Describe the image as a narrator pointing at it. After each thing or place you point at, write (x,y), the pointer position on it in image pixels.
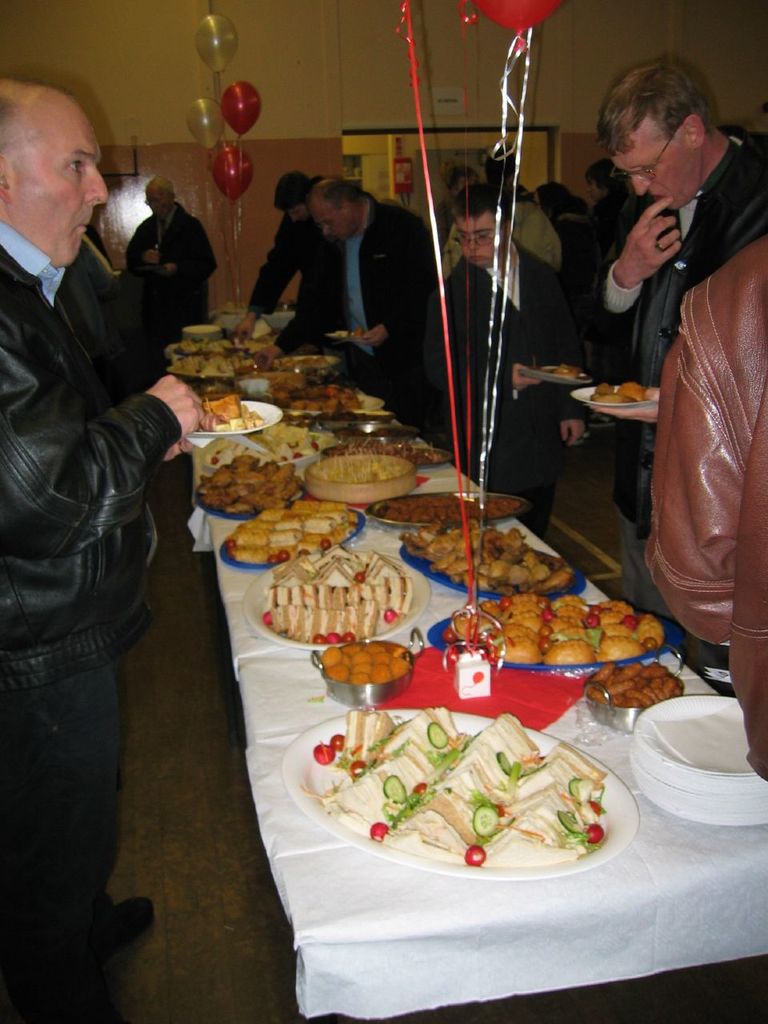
In this picture there is a long dining table (298,500) at the right side of the image (725,912) where there are different types of food items (398,744) on it, and there are people (651,475) standing around the dining table (512,975) and they are eating.
